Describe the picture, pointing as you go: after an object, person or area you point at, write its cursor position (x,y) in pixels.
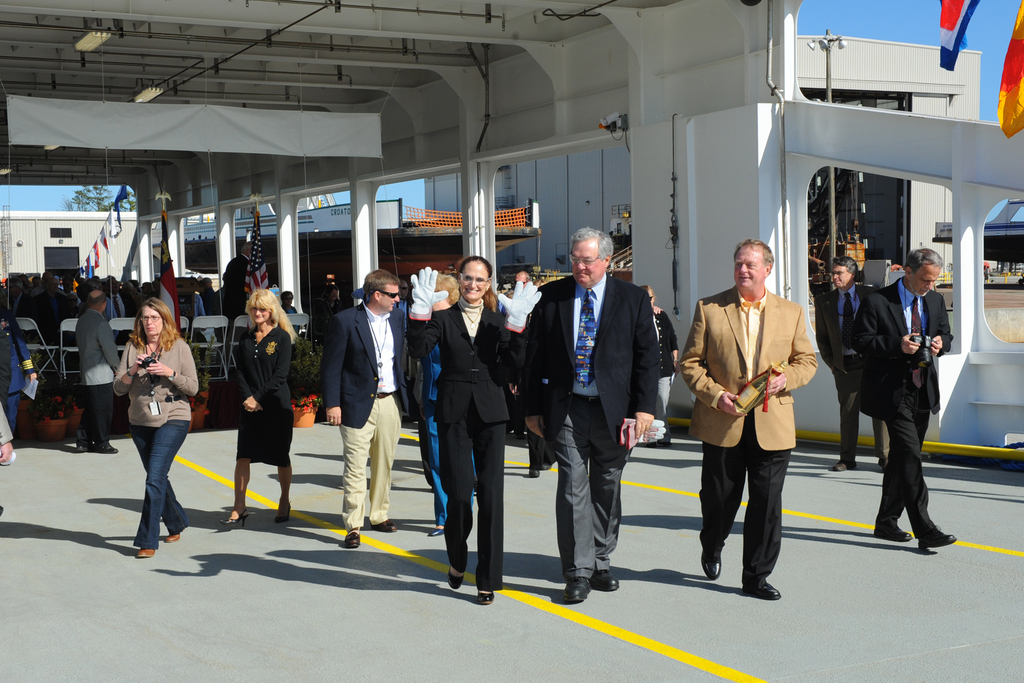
In this image we can see many people (479,431). We can see few people (456,391) walking on the road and holding some objects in their hand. There are few people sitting on the chairs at the left side of the image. There are few sheds (592,156) in the image. We can see the sky (985,49) in the image. There is a tree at the left side of the image (93,194). We can see few flags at the right side of the image (1006,70). There are few flags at the left side of the image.
